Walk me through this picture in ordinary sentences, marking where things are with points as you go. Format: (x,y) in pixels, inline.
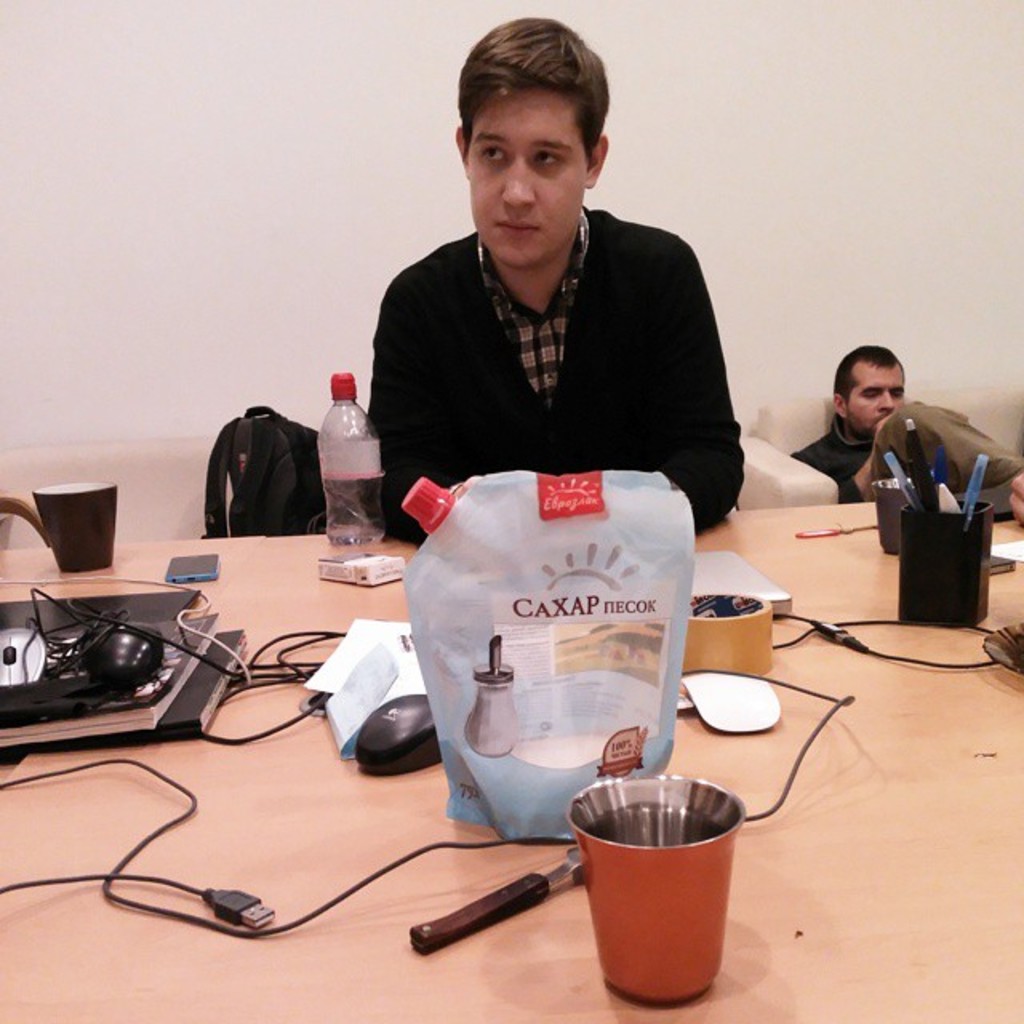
In the image two persons (619,319) sitting on a chair (981,402). In front of them there is a table (263,556) on the table (51,566) there is a bottle (335,538), mobile phone (204,556), cup (65,560), books (99,605), mouse (120,652), pen holder (946,532) and pens (919,489), tape (731,639) and there are some products (485,634).
